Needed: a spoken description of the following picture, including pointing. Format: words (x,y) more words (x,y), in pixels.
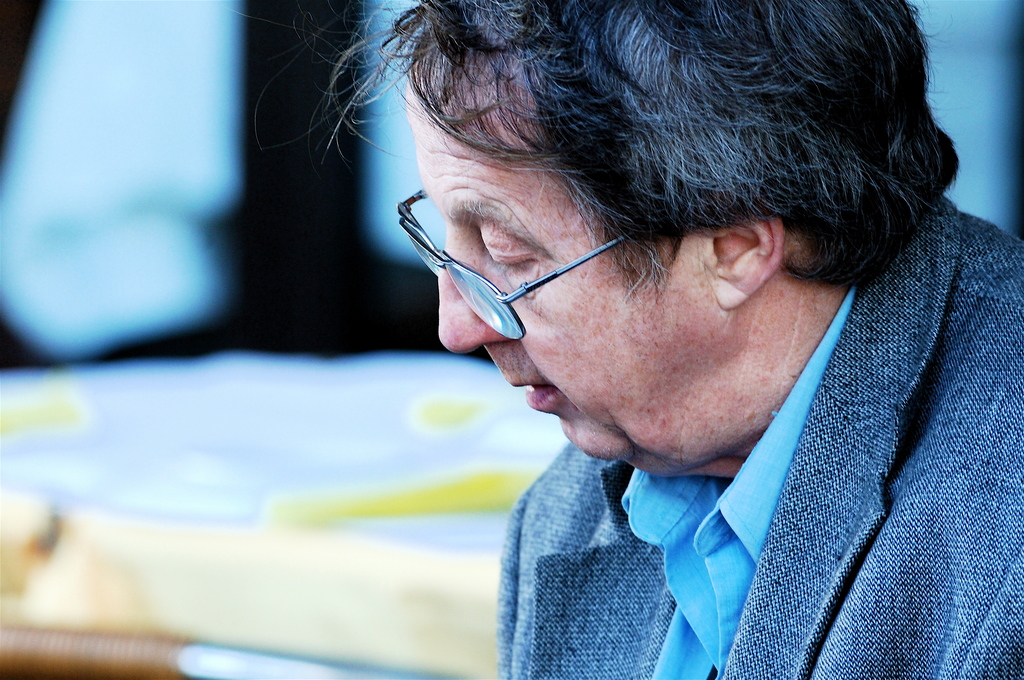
On the right side of the image (777,421) we can see a person (764,322) and the person (645,290) wore spectacles (506,302), also we can see blurry background (106,177).
